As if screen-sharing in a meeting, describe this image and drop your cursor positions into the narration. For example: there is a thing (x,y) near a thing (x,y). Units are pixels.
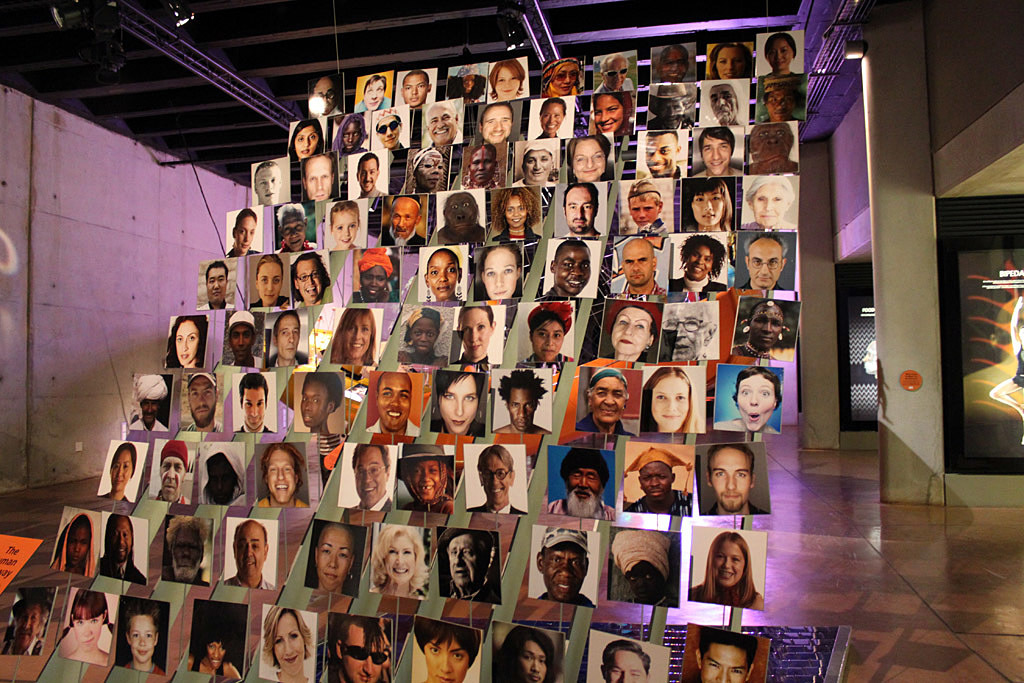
In this image I can see photos (517,383) of people (474,325). In the background (853,374) I can see a wall (107,253) and some objects (980,365) attached to the wall (1007,480).
